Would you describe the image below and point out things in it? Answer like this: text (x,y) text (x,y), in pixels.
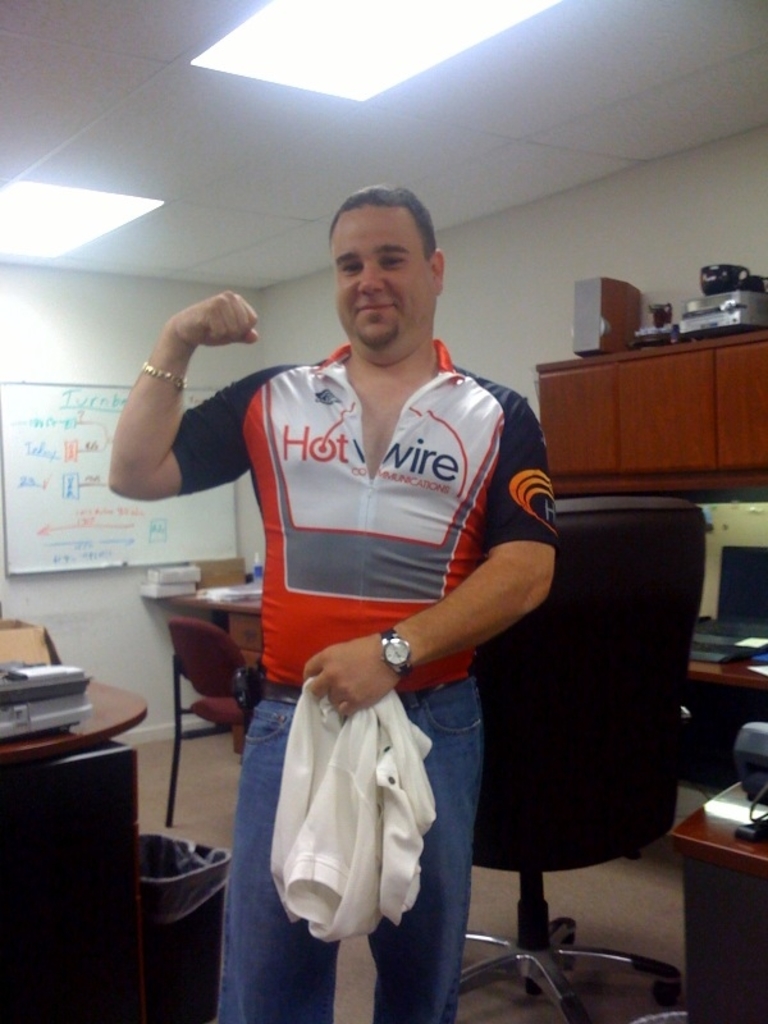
In the middle of the image (489,535) a man (415,294) is standing and smiling. Behind him there is a chair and there is a table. Top right side of the image (673,229) there is a cupboard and there is a wall (652,235). Top of the image (616,145) there is roof (345,121) and lights (361,53). Top left side of the image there is a board (24,385). Bottom left side of the image (117,732) there is a table (75,749) on the table (86,681) there are some products (16,705). Bottom right side of the image (701,754) there is a table (758,863) on the table (763,843) there is a laptop (728,660) and there are some devices (760,830).
